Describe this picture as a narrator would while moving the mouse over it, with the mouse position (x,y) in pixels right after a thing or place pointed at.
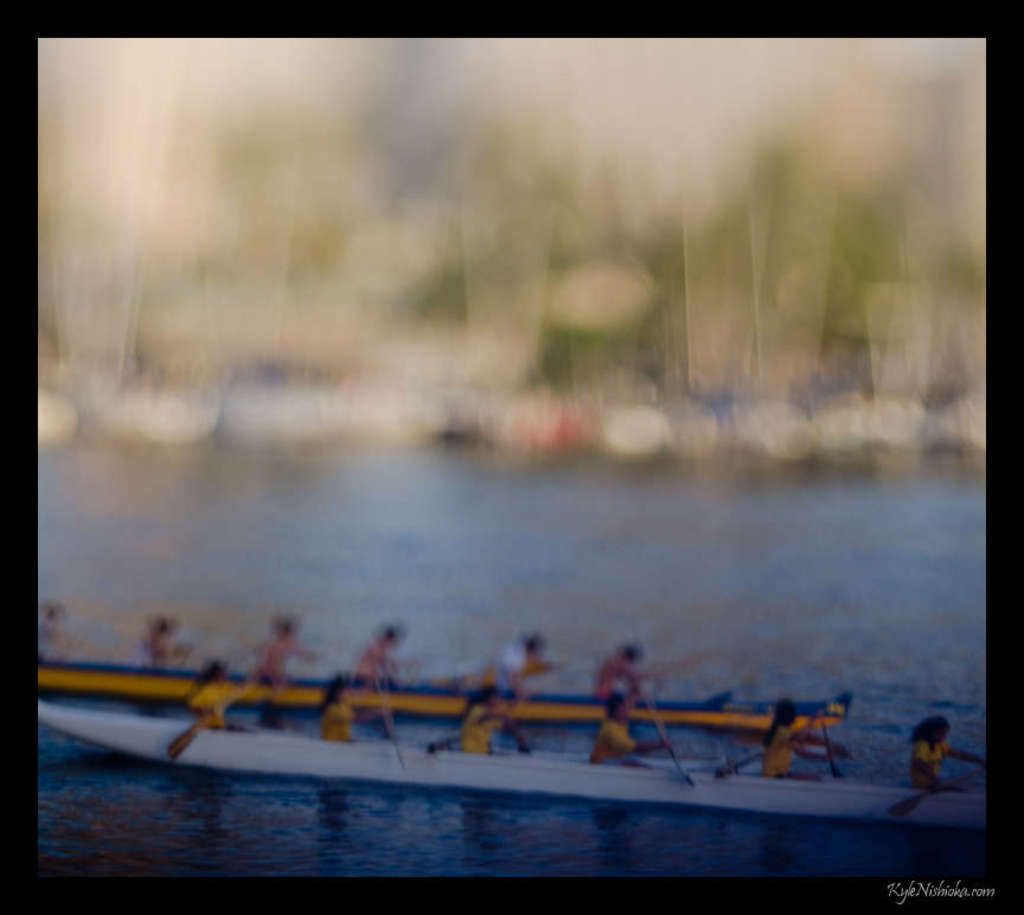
In this image I can see water (276,876) and in it I can see few boats (768,713). I can also see number of people (501,720) and I can see all of them are holding paddles (185,735). I can also see this image is little bit blurry.
